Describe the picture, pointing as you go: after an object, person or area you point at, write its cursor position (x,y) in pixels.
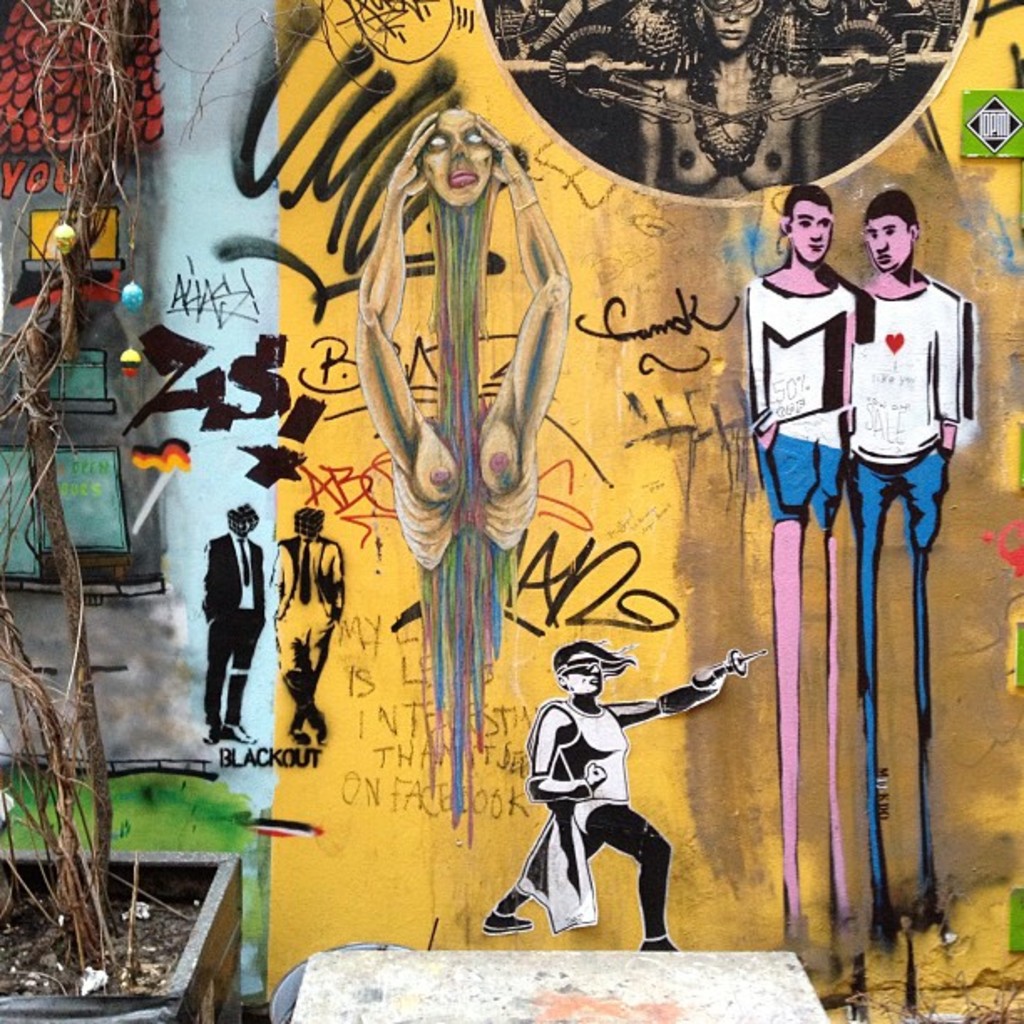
In this picture we can see a wall (387,333) with paintings (477,437) and in front of the wall (287,469) there is a plant (88,906) in the pot (85,924) and other objects (494,980).
